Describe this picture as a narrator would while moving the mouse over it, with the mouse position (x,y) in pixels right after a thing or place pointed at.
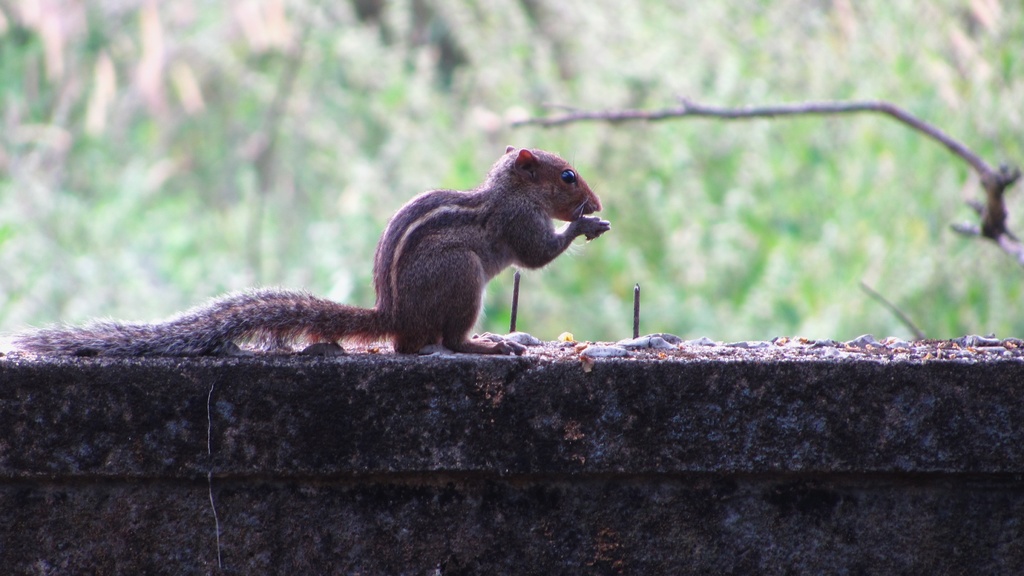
In this image, in the middle (429,319), we can see a squirrel (429,319) sitting on the wall (324,533). In the background (387,148), we can see some trees (353,20).
